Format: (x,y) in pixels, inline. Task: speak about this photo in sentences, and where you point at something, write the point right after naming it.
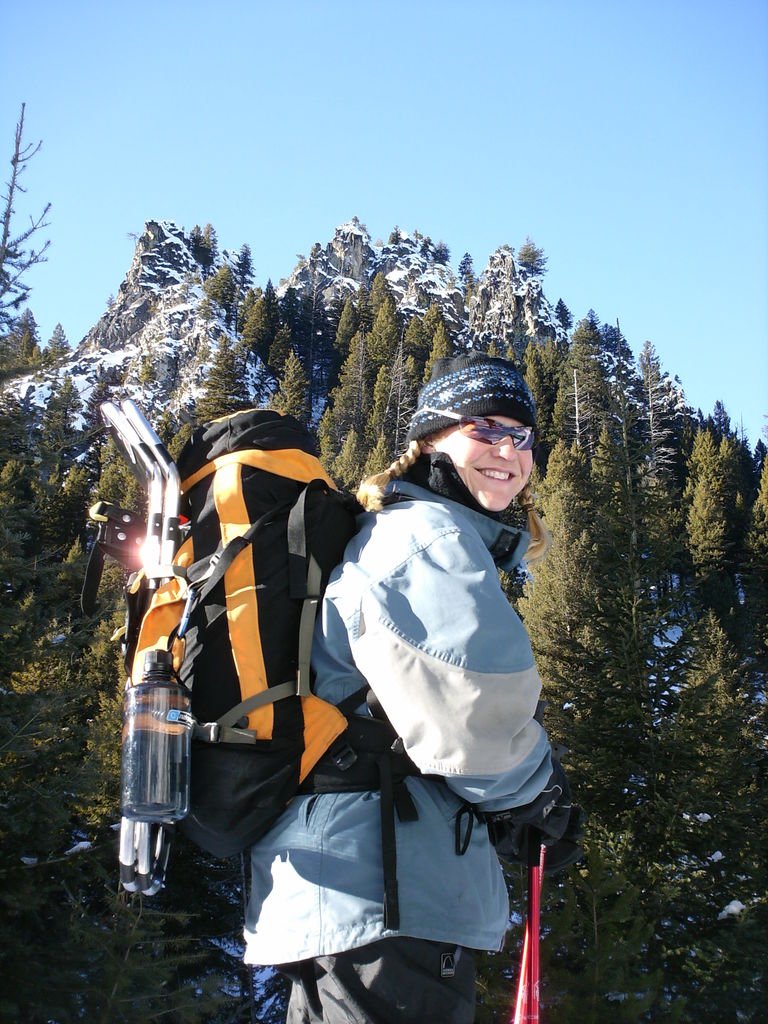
This image is taken outdoors. At the top of the image (319,133) there is the sky (588,141). In the background (143,335) there are a few hills (116,352) covered with snow (37,391) and there are many trees (671,738) with leaves (572,505), stems (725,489) and branches (89,776). In the middle of the image (406,528) a person (363,840) is standing and she is holding ski sticks (528,929) in her hands (529,849) and she has worn a cap (479,378) and a backpack (286,646). There is a bottle (157,765).
